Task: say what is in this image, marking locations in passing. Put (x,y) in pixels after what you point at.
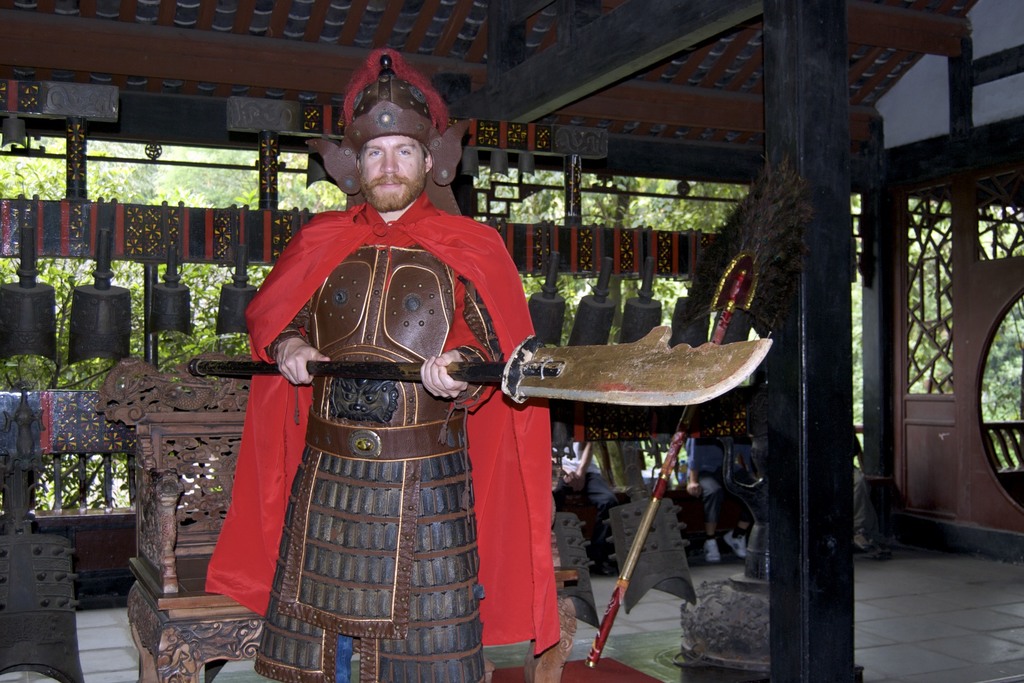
In the image there is a man (328,319) standing and holding some object (517,397) with his hand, behind him there is a chair (209,527) and around the chair (543,661) there are many different objects (561,310), in the background (93,193) there are trees (47,193).
